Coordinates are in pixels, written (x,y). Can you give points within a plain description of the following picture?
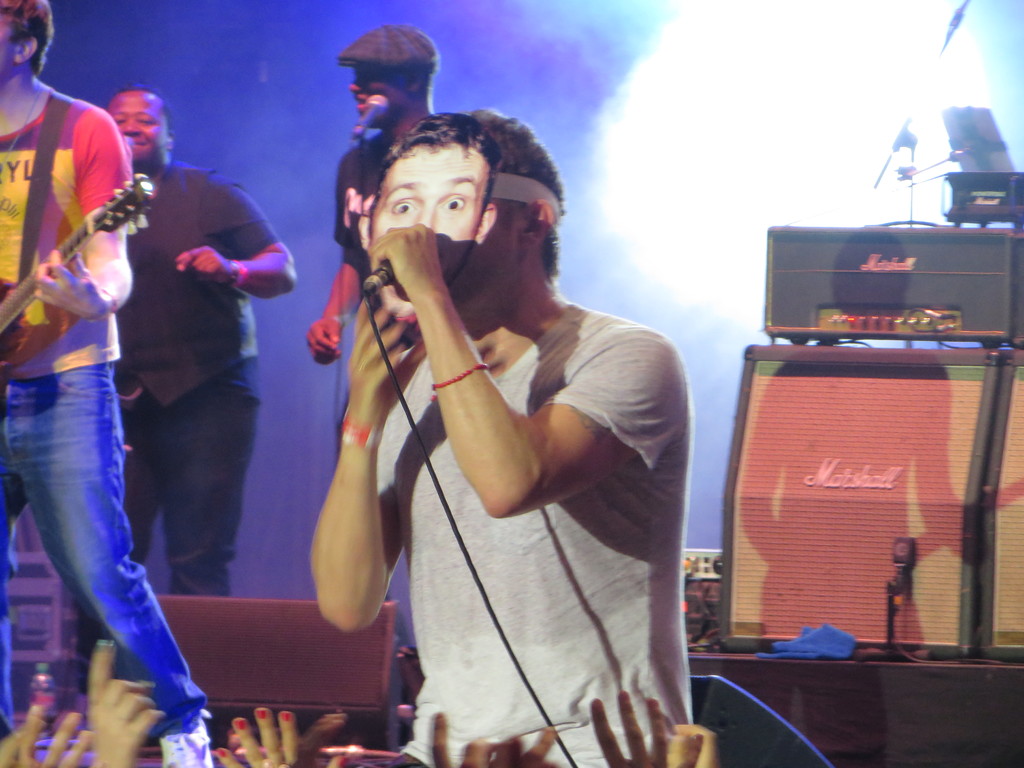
This image describes about group of people (375,578), in the middle of the given image is singing with the help of microphone (376,283), in the left side of the image (17,319) a man (117,350) is playing guitar (98,215), in the background (837,440) we can see some musical instruments (834,373) and lights (747,142).
